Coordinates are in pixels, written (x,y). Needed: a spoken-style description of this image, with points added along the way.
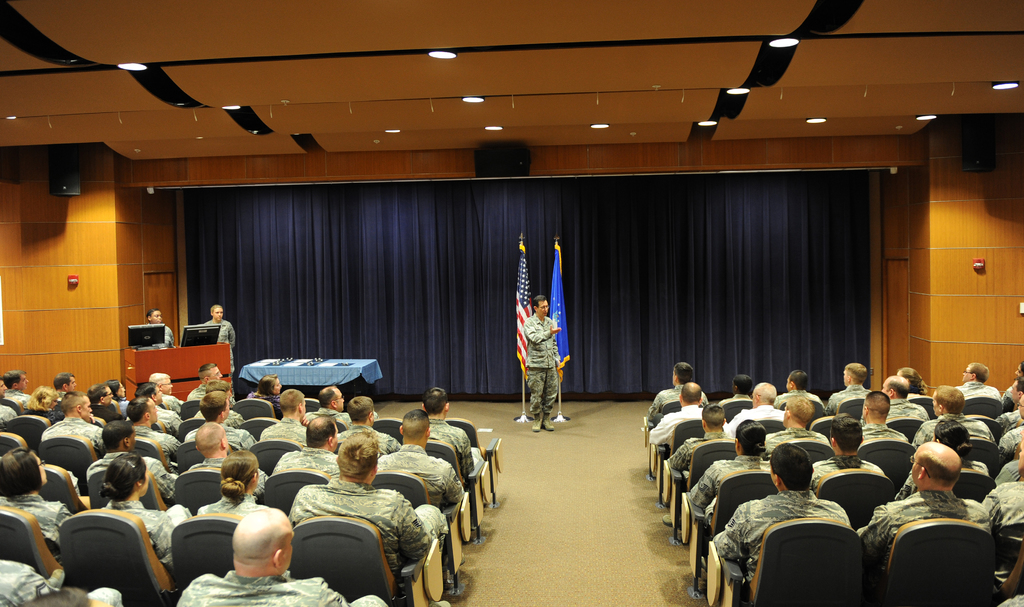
In this image we can see few people (778,502) sitting on the chairs (840,482), two persons (209,322) standing near the podium (185,356) and there are systems (193,340) on the podium (204,361), there are flags (554,290) behind the person (550,362), black colored object (500,154) on the wall (947,156) looks like speakers (54,175), there are few lights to the ceiling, there is a table (294,378) covered with the cloth (318,367) and a curtain (383,242) in the background (693,259).
